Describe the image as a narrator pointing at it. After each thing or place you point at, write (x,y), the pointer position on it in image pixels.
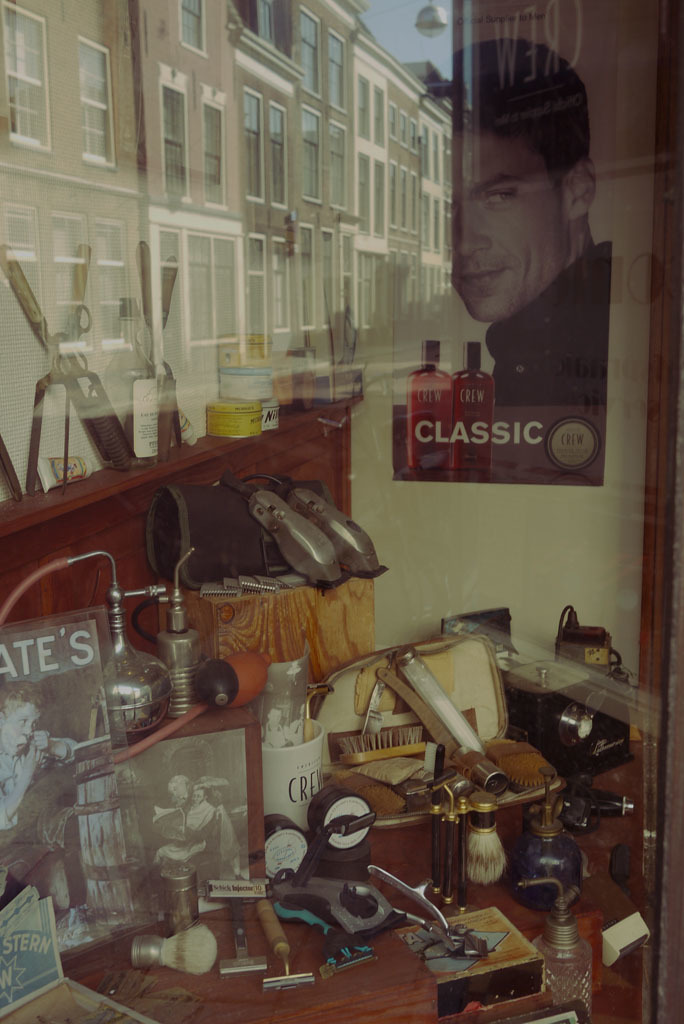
At the bottom of the image (336,988) there is a table (374,839) and there are many things (280,789) placed on the table (315,1002) some of them are bottles (573,973), pots (269,806), brushes (384,750), razors (355,965) and some papers (23,972). In the background (408,568) there is a wall (422,492) and a poster (510,313) on the wall (549,521). We can also see the reflection (294,354) of a building (280,295) on the glass (289,277).
